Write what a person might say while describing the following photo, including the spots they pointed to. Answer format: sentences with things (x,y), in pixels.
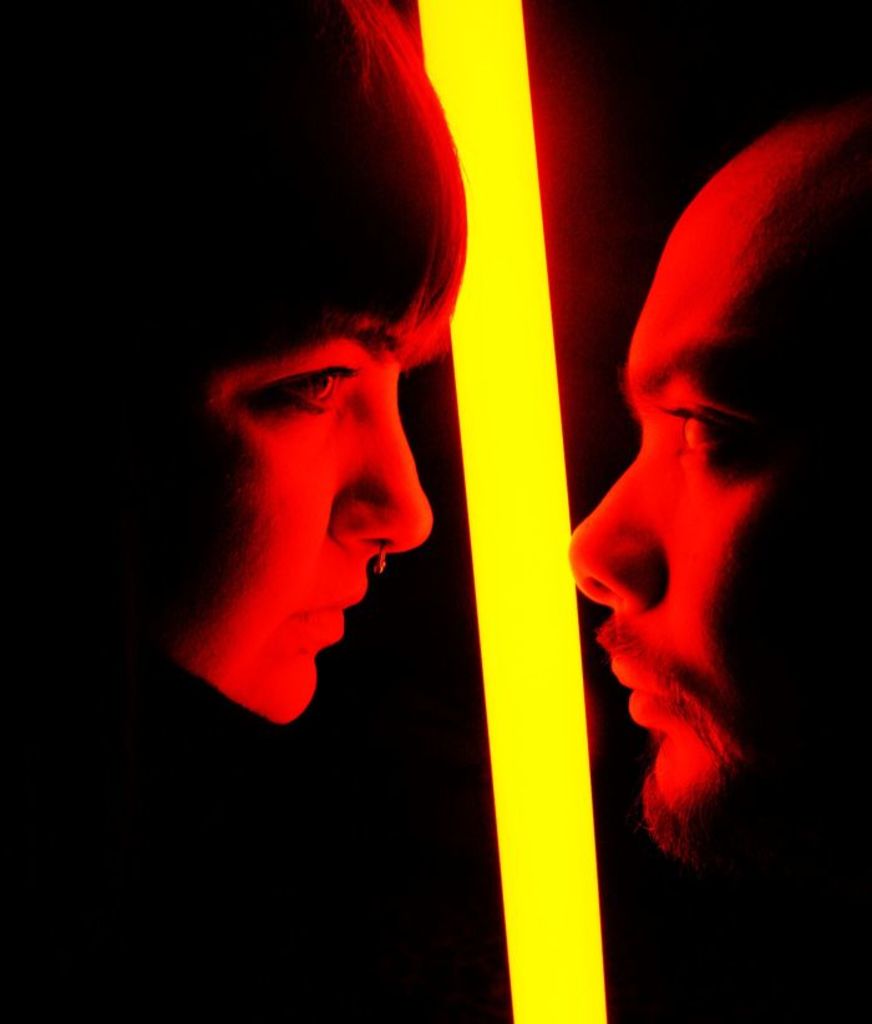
Here in this picture we can see faces (607,509) of a man (642,399) and a woman (232,386) present over there and in the middle (502,496) we can see a light (537,492) present over there.
